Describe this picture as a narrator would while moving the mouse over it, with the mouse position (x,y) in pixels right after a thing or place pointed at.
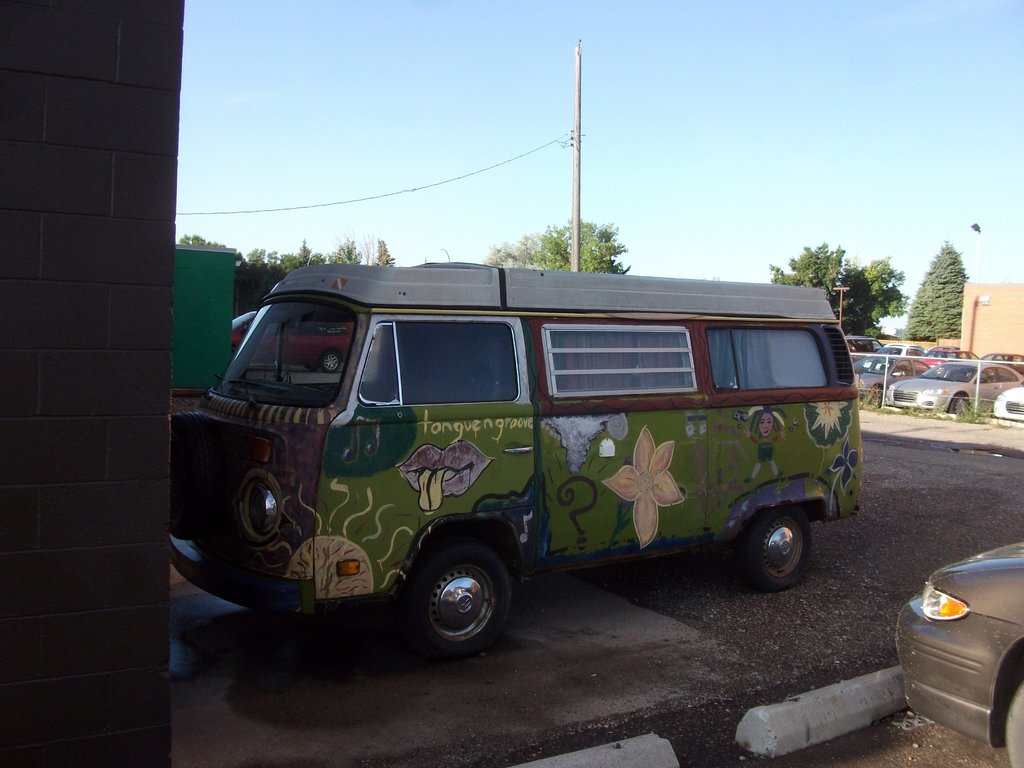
This is an outside view. On the left side (58,278) there is a pillar (89,514). In the middle of the image (512,496) there is a van (580,365) on the road (700,693). In the background (961,327) there are many vehicles (948,378), trees (592,241) and also I can see the poles (578,175). At the top of the image (801,100) I can see the sky (835,70).
